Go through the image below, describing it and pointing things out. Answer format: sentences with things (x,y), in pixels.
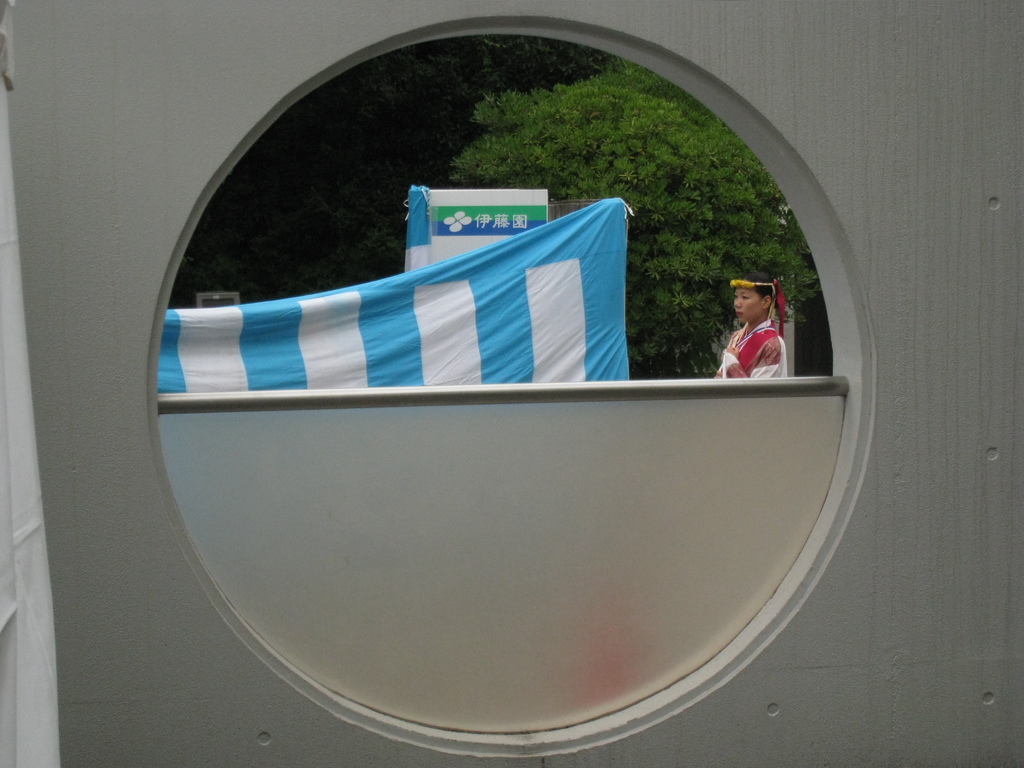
In this image I can see a woman (775,328) is standing and I can see she is wearing a tiara (765,284) on her head (764,276). I can also see a blue and white colour cloth (450,336). In the background (386,253) I can see number of trees (380,179), two objects (496,216) and on the one thing (461,217) I can see something is written. In the front of the image (259,125) I can see a window like thing (476,558).
